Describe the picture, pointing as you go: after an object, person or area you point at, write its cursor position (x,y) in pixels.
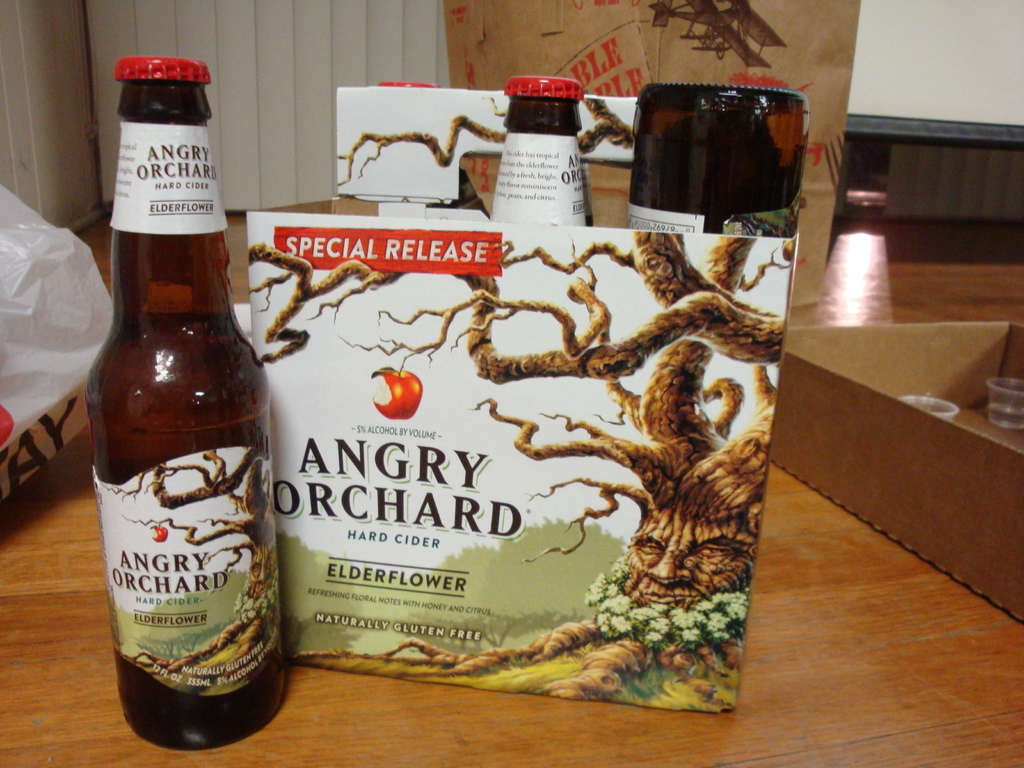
In this image in front (323,741) there is a table (748,638). On top of it there are bottles (668,168) in the box (624,444). Beside the box (671,461) there is another bottle (232,417) and there are a few other objects (22,266).
